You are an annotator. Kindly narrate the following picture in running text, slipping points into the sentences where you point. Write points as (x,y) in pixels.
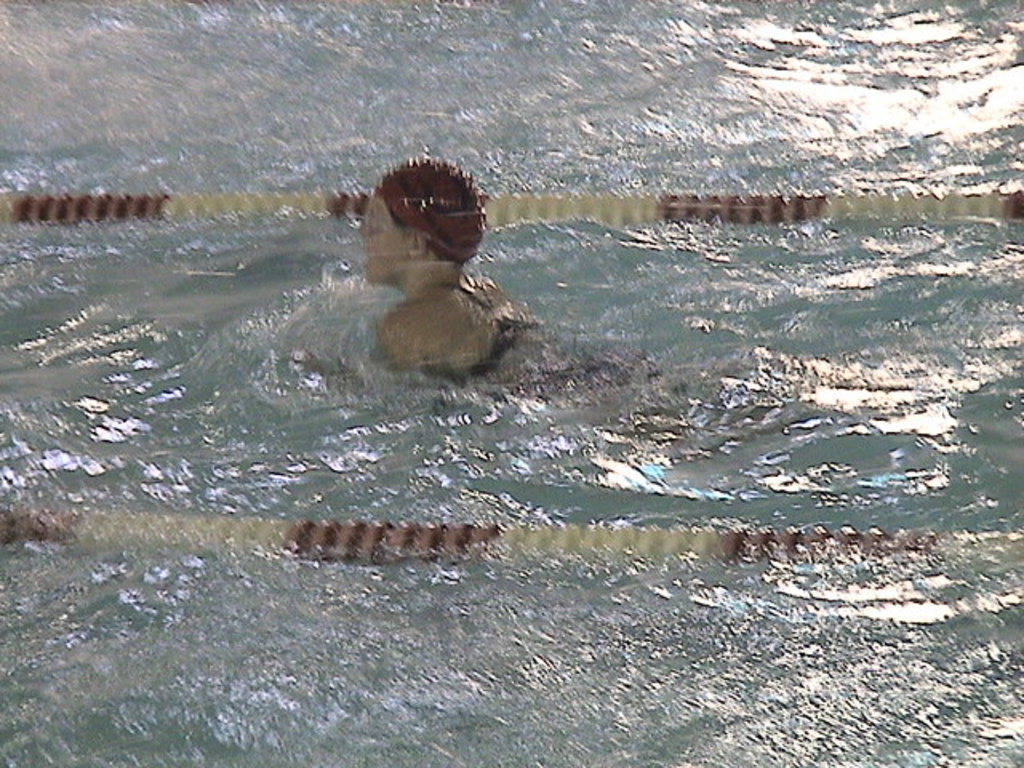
In this picture, we see the woman (439,201) is swimming in the water (491,399). This water (491,399) might be in the swimming pool (498,401). On either side of her, we see the ropes (568,546) in white and brown color.
